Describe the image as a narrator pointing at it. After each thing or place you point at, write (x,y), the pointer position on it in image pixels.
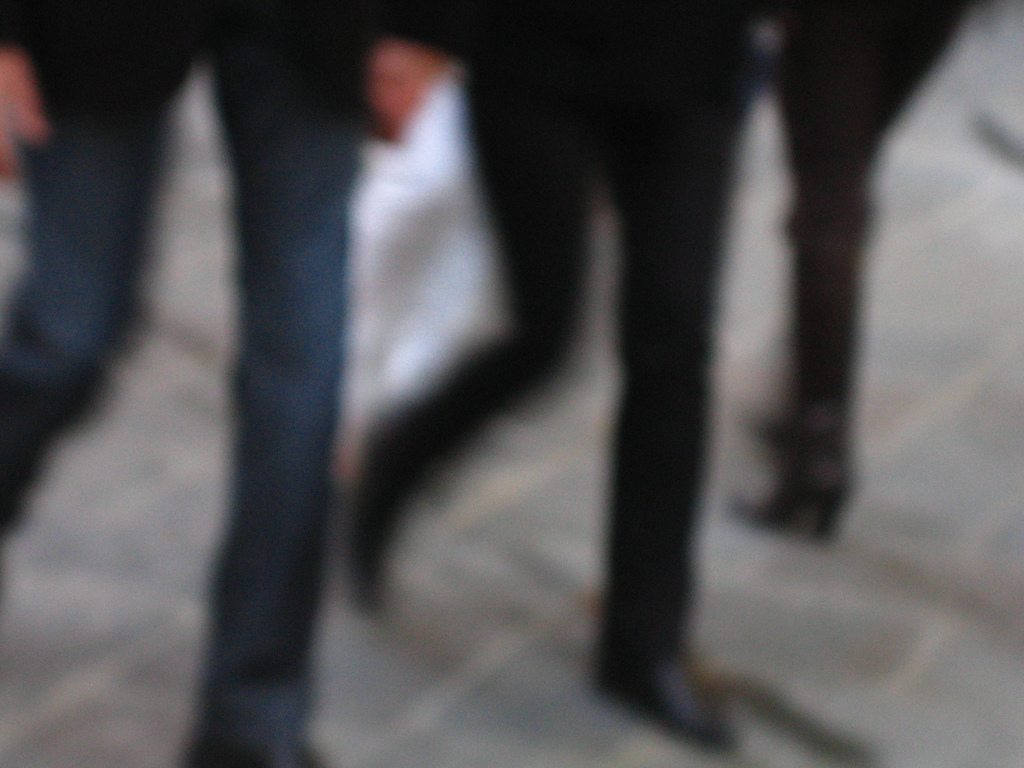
In this image three people (559,345) were walking on the floor (497,617).
